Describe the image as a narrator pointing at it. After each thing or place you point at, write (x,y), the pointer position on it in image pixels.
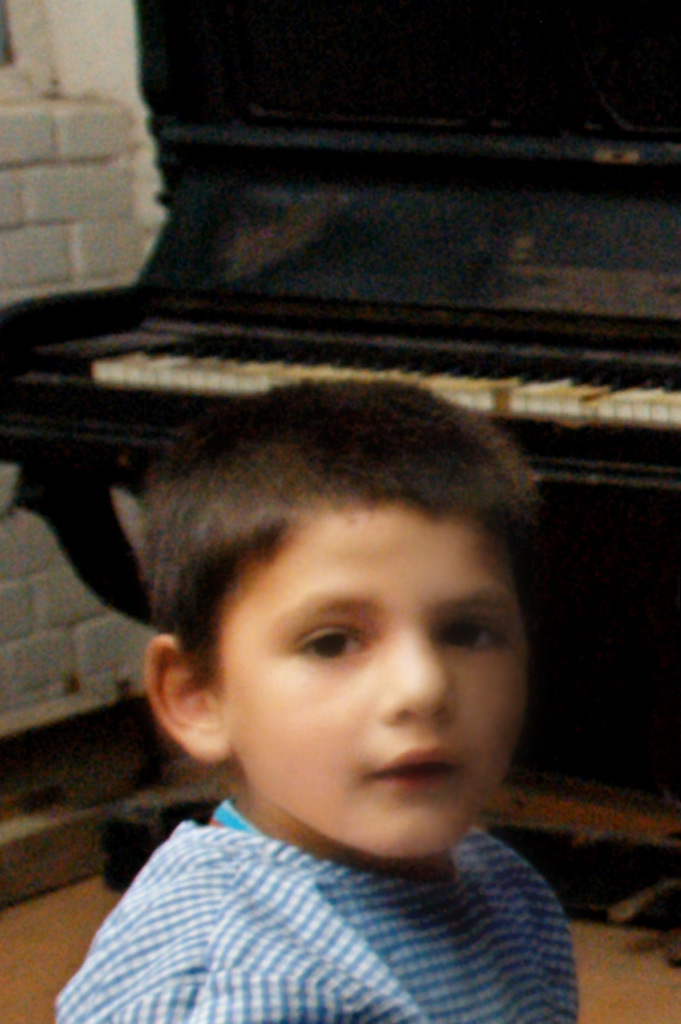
In this picture we can see boy (217,830) and at back of him we can see piano (234,372), wall (146,239).
